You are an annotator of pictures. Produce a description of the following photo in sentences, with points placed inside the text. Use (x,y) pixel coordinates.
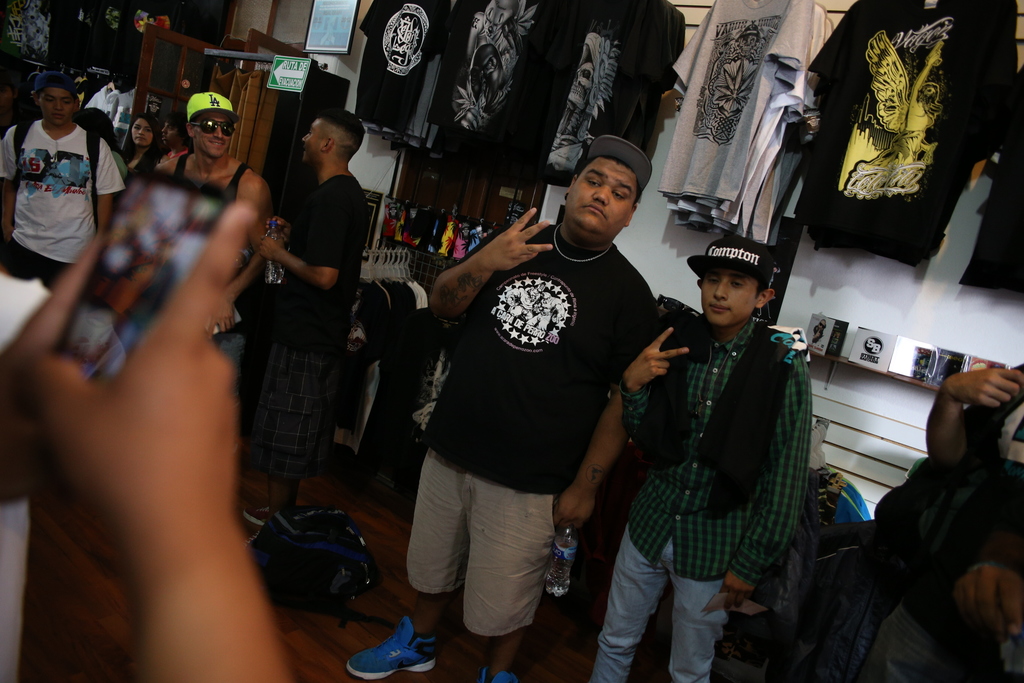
In this image I can see some people (457,529). In the background (921,116), I can see the shirts (726,115) hanging.
